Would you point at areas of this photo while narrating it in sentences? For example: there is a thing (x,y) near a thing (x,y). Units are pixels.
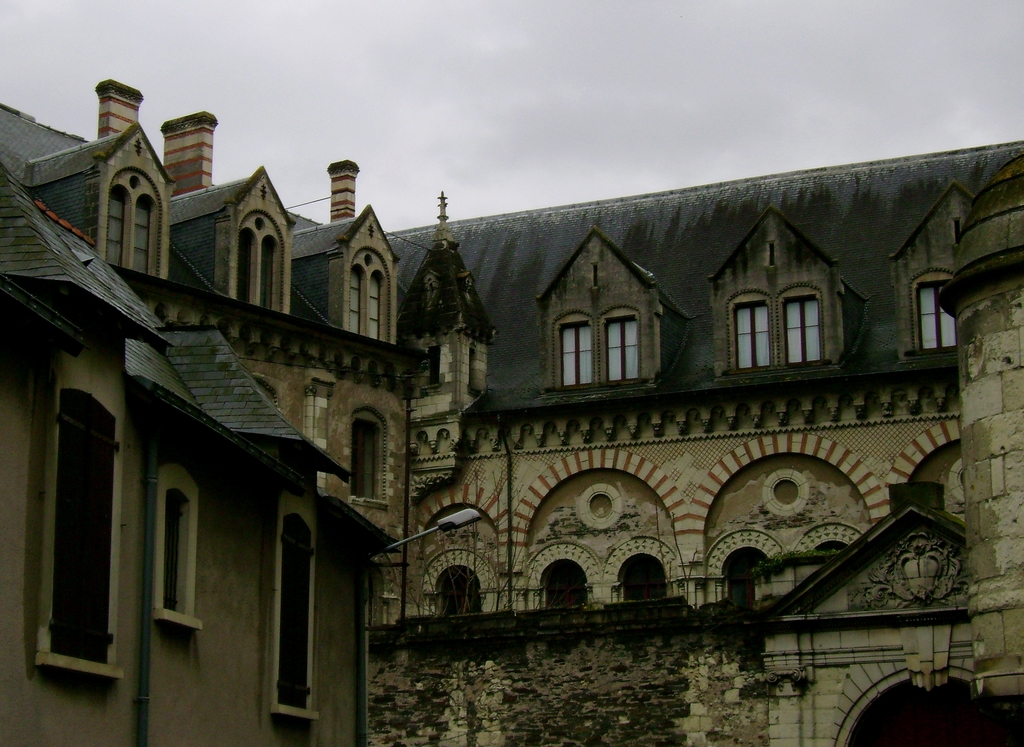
In this picture there is a building (774,381) in the center of the image (376,272) and there are windows (929,311) on it, there is a lamp pole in the image and there is sky (520,63) at the top side of the image (635,54).
